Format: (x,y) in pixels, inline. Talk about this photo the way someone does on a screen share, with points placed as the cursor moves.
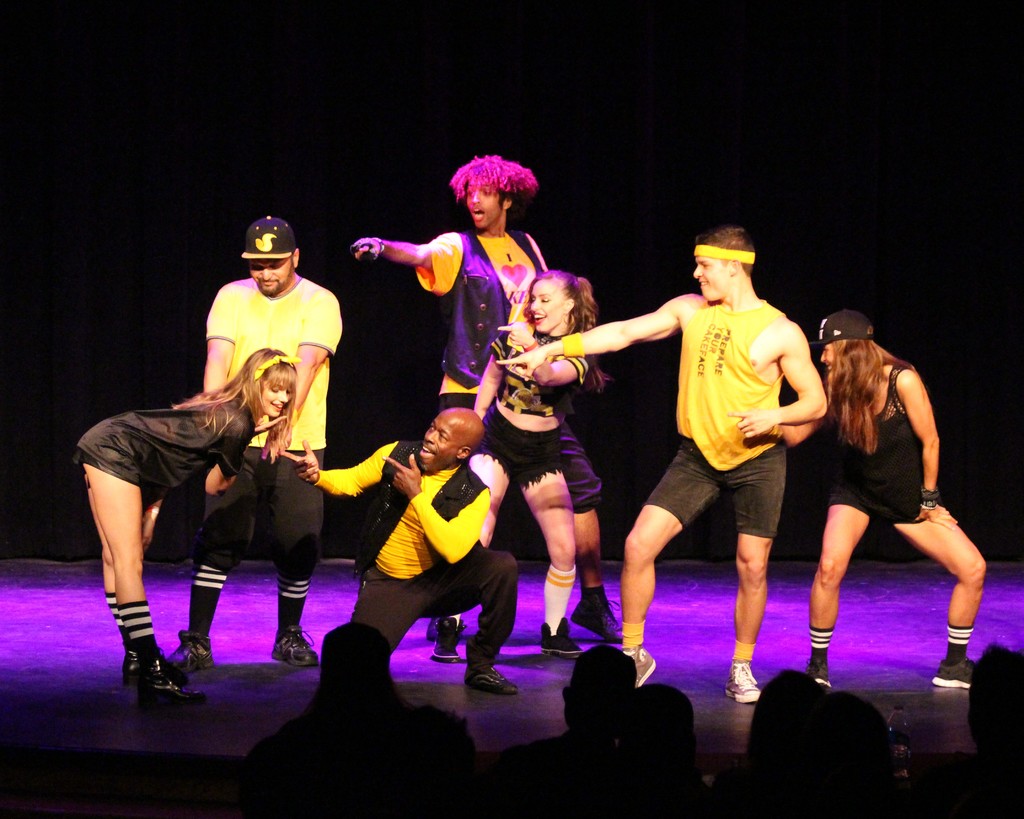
In this image, people (392,816) who are at the bottom (844,809) are looking at the people (554,539) who are on the stage (83,661).
